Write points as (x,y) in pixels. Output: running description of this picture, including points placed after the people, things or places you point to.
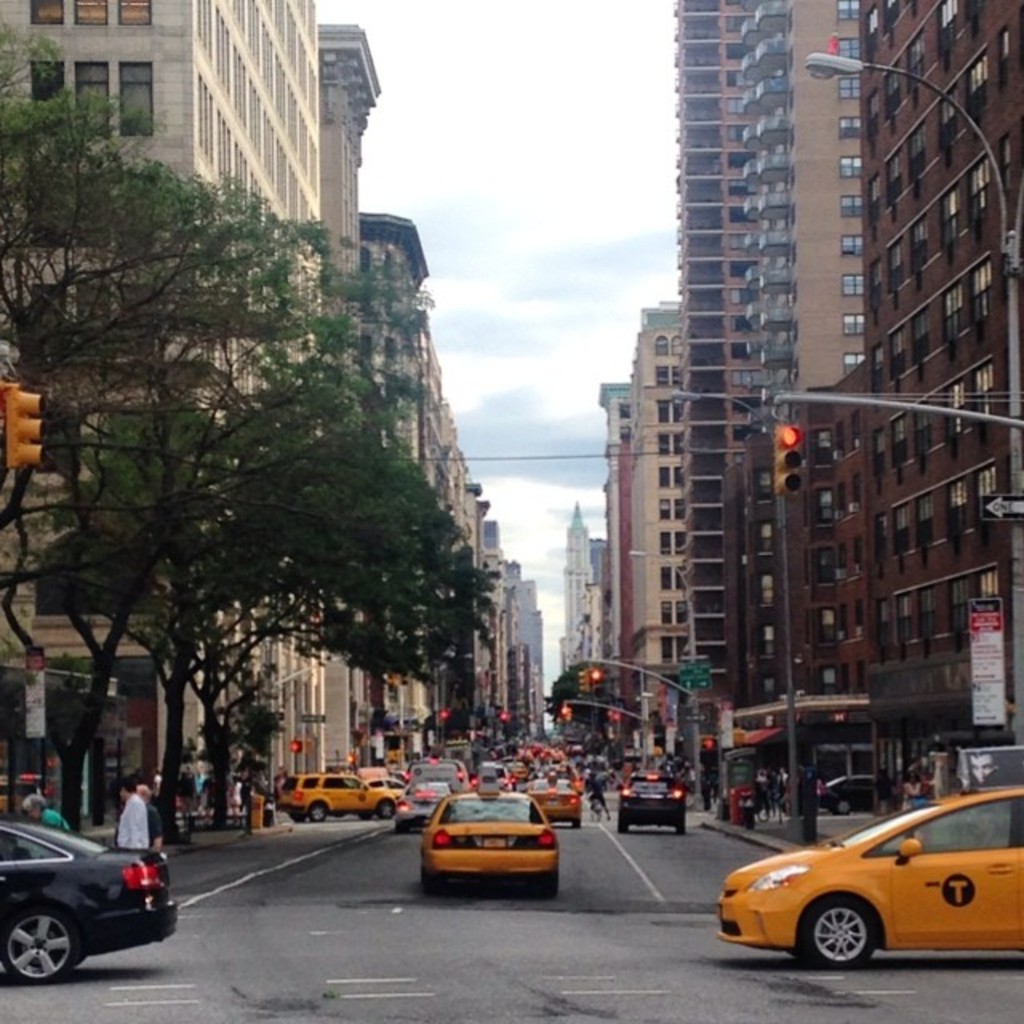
In this image we can see a few cars (521,790) are moving on the road (405,853). There are many buildings (808,447) in the image. To the left most of the image (140,808) two people (136,810) are walking.
